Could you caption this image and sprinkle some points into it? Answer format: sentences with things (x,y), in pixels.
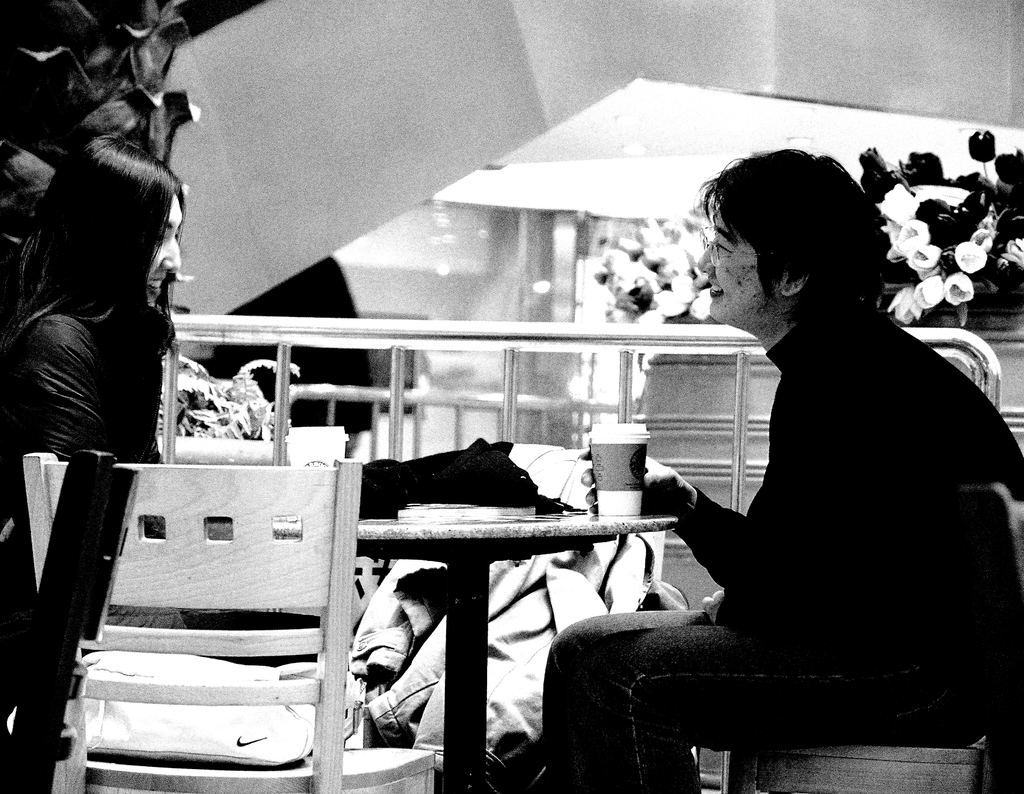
In the right side (836,610) a person (814,592) is sitting, this person (846,621) wore a black color dress (904,500) and also holding a cup (624,501) on the table (550,514). In the left side (85,357) a beautiful girl (131,337) is sitting.
